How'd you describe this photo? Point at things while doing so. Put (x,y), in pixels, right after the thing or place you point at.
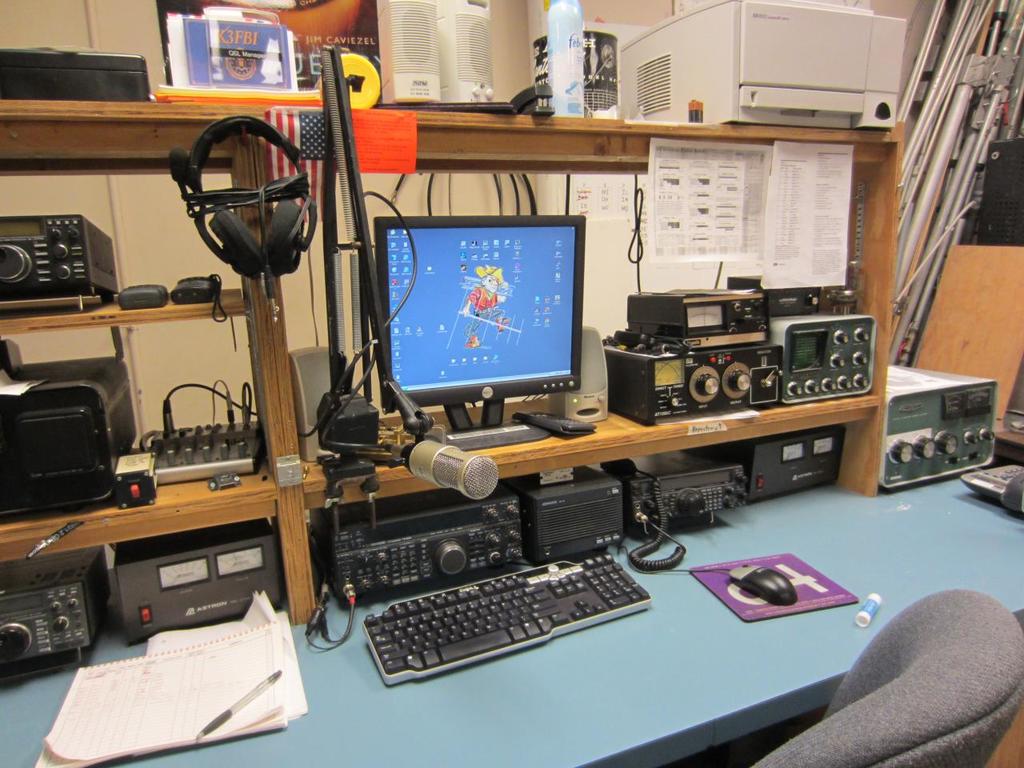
in the room (611,285) there are a computer system (574,408) keyboard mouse (790,592) present on the table (884,555) along with paper (274,667) pen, here we can also see a table (934,564) and chair (924,633).
